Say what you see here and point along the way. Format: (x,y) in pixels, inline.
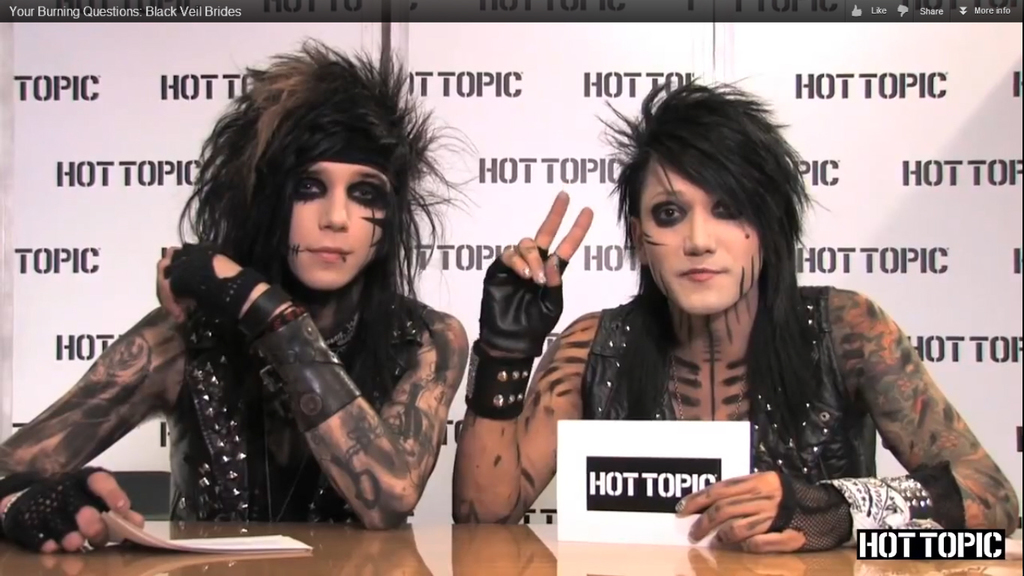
In this image I can see two people (429,429) in-front of the table (494,537). These people (456,507) are holding the papers (583,475). On the paper (583,475) I can see the name hot topic (611,492) is written on it. These people (456,386) are wearing the black color dresses (624,390). In the background (618,32) I can see the banner (692,49) which is in white color.
